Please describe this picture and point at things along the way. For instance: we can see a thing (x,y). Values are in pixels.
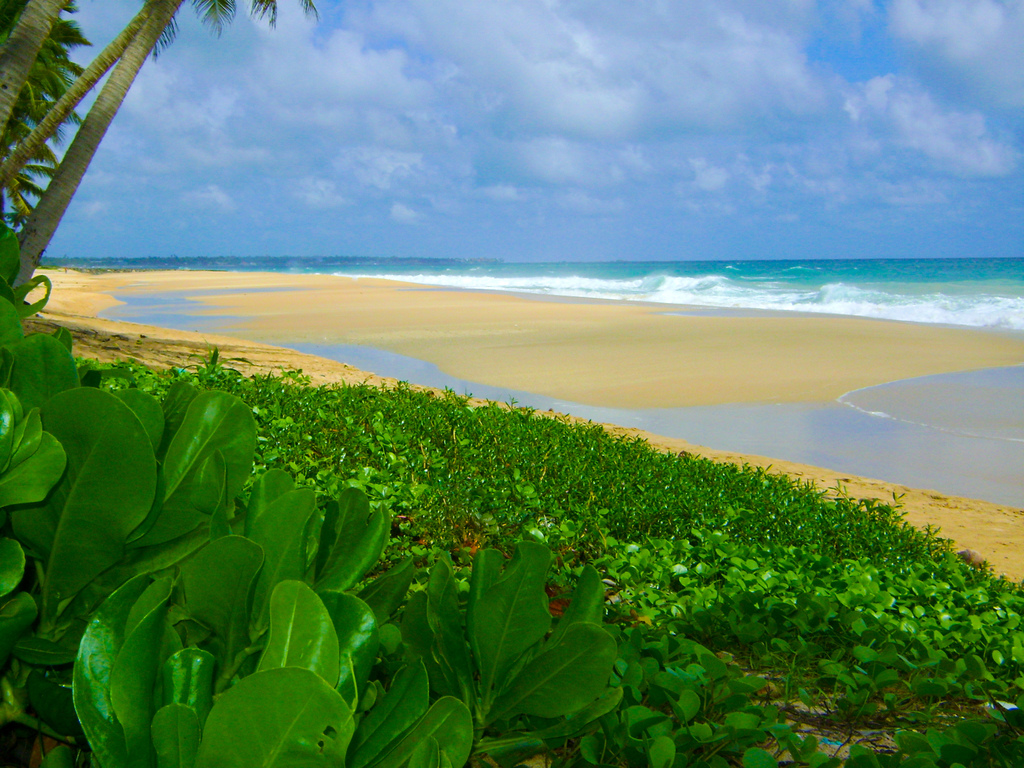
In the image in the center (349,486) we can see plants (169,551), grass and trees (37,250). In the background (242,94) we can see the sky (927,54), clouds (290,138) and water (915,286).
